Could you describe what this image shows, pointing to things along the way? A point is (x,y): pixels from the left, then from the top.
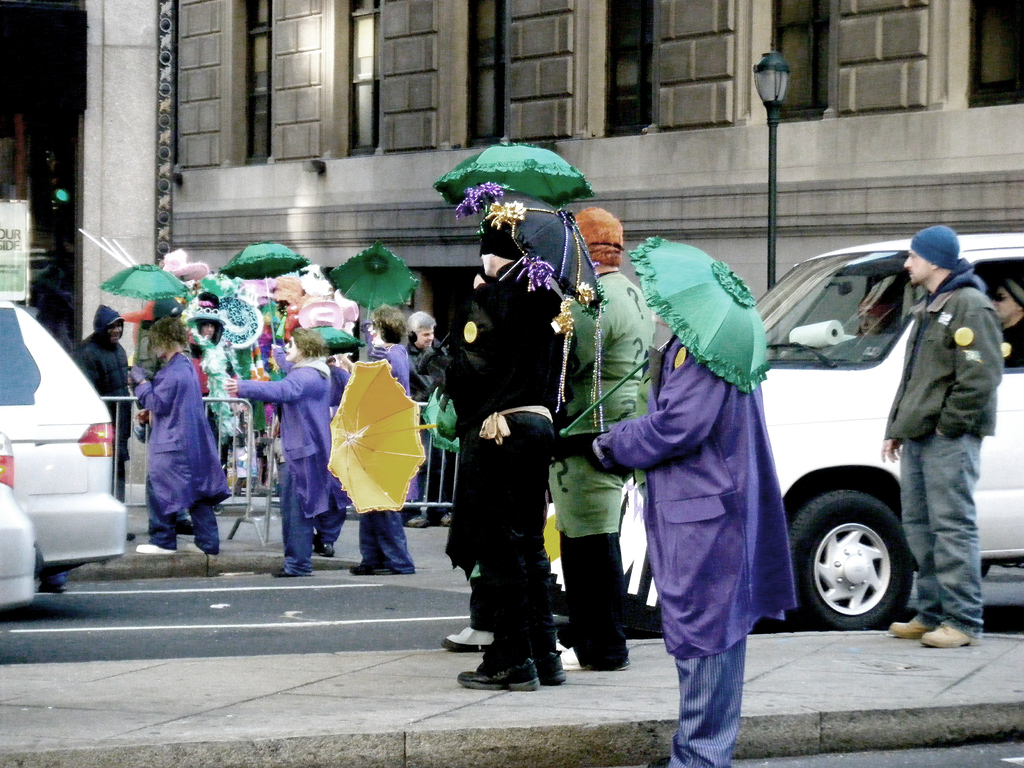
In this image there are a group of people (425,480) some of them are standing and some of them are walking and on the right side (871,418) and left side (33,475) there are some cars (841,418) and one pole (773,99) is there, and on the background (676,63) there is one building (492,71) and on the left side (17,219) there is one board (19,223).
